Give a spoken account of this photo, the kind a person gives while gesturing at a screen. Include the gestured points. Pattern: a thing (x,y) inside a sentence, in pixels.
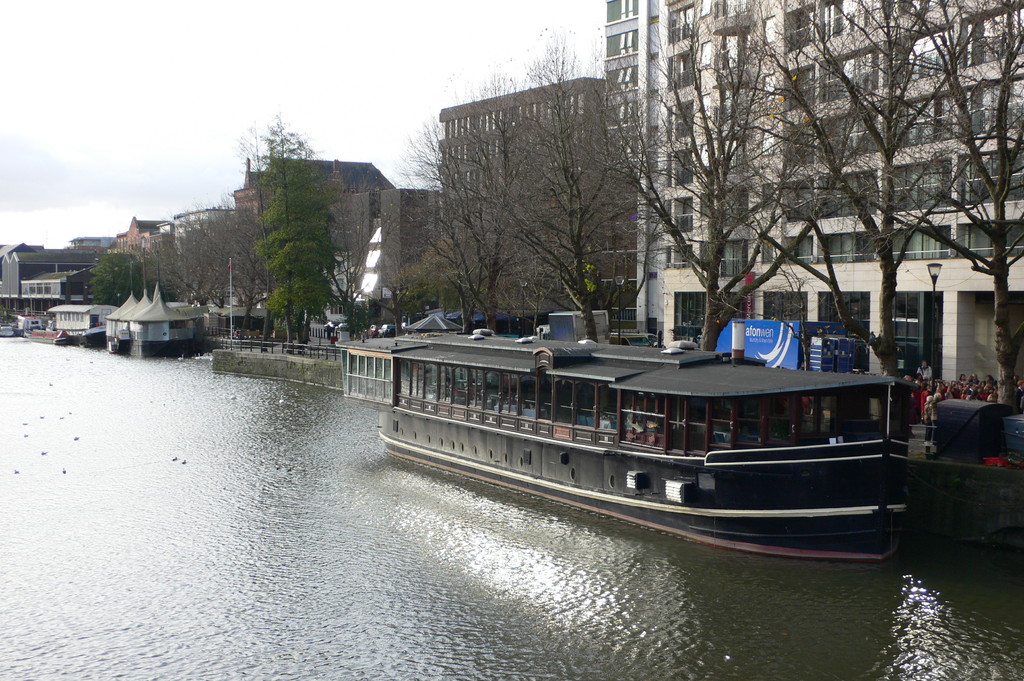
In the center of the image (603,429) there is a ship (504,440) on the water (449,551). On the right side of the image (844,16) we can see building (961,372), person's (923,375), vehicle (771,340), light pole (934,283) and trees (893,270). On the left side (286,142) we can see buildings (371,257), vehicles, tents (154,317), trees (212,264) and fencing (224,346). At the bottom (689,550) there is a water (147,587). In the background (60,140) we can see sky (231,102) and clouds (207,102).
